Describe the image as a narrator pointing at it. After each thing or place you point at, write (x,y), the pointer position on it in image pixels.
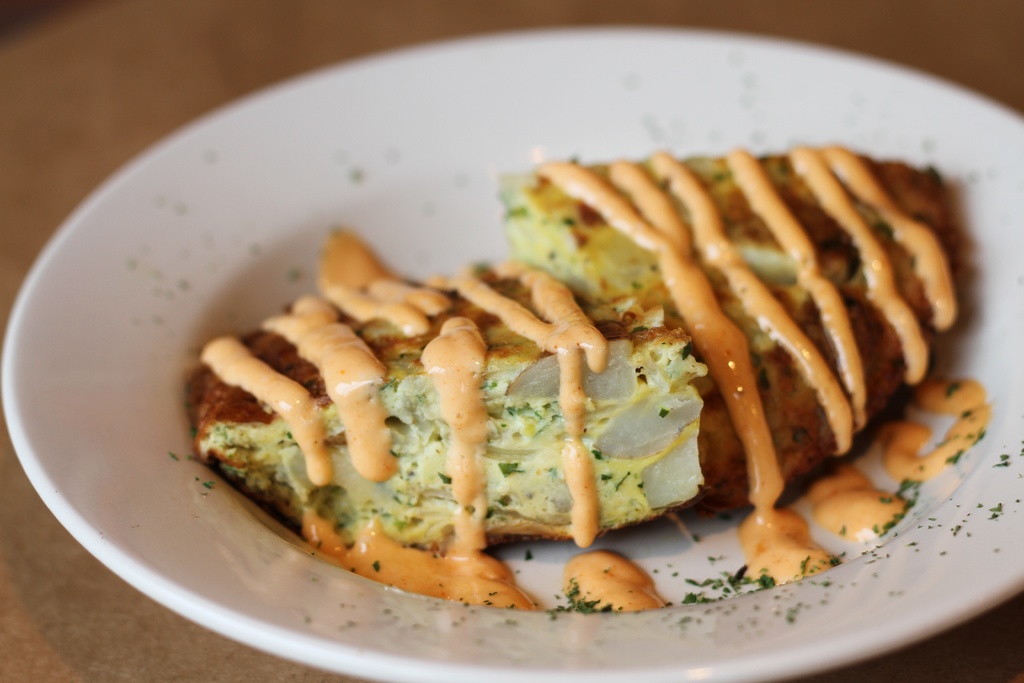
Here there is a food item (445,379) in the white color plate (943,585).
